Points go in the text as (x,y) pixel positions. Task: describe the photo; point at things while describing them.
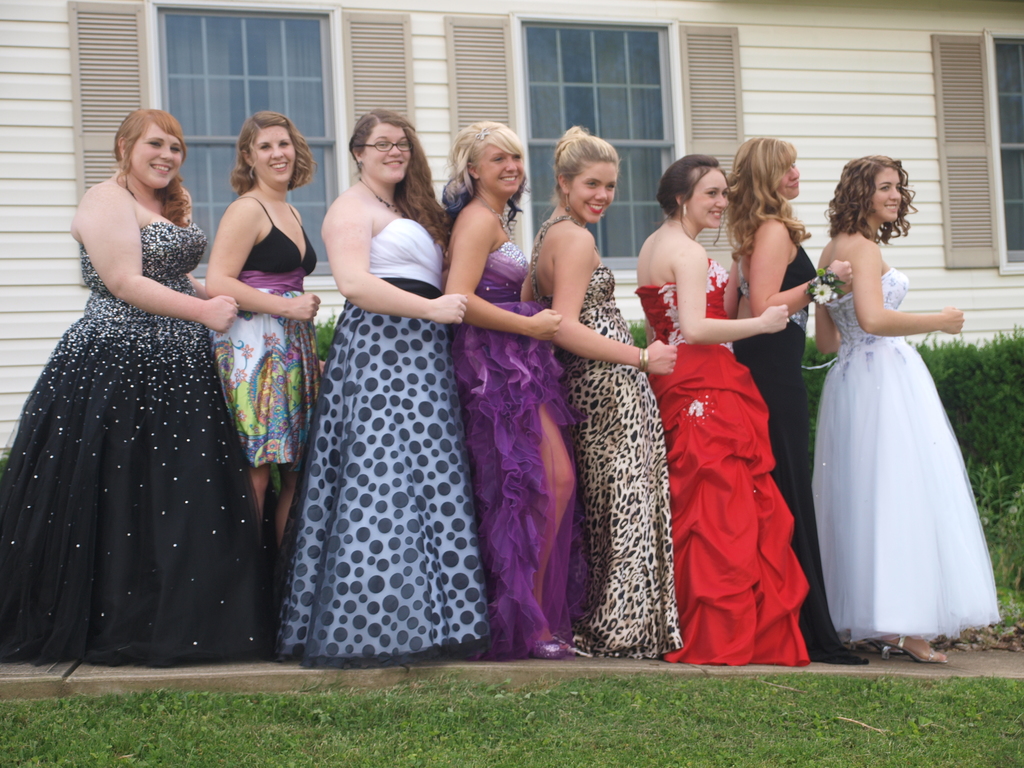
In this image I can see few people (286,290) are standing and wearing different color dresses (204,363). I can see the building (903,26), windows (677,44) and plants (977,356).
